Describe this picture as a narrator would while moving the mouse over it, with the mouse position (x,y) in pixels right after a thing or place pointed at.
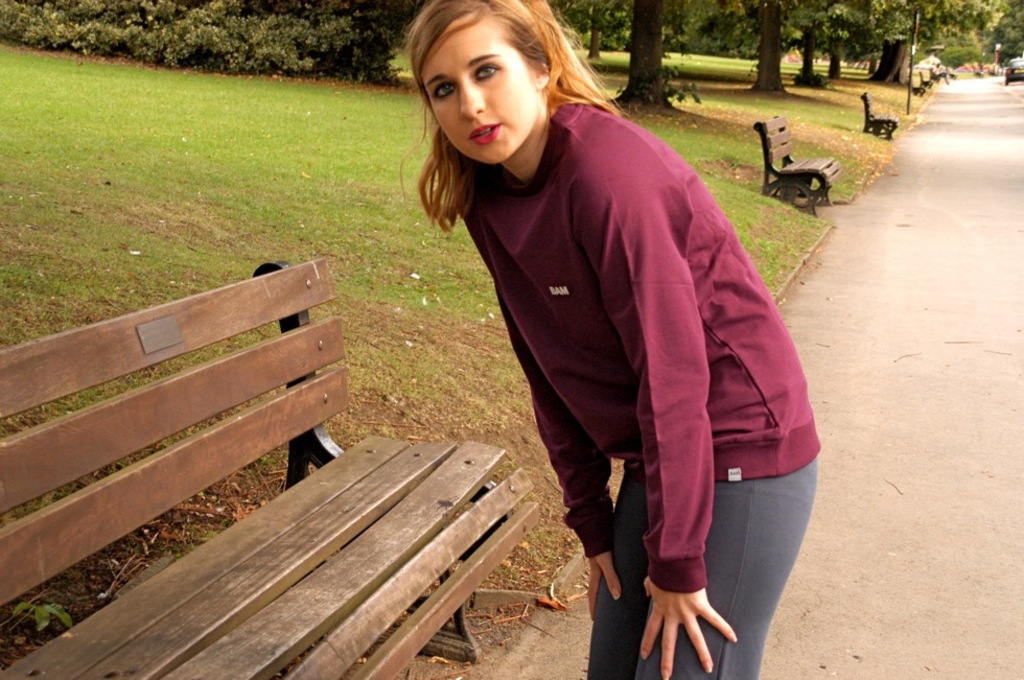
In this image I see a woman (585,461) who is standing on the path (970,110) and there is a bench (36,361) side to her. In the background (102,252) I see the grass (38,212), trees (889,39), few benches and a car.
